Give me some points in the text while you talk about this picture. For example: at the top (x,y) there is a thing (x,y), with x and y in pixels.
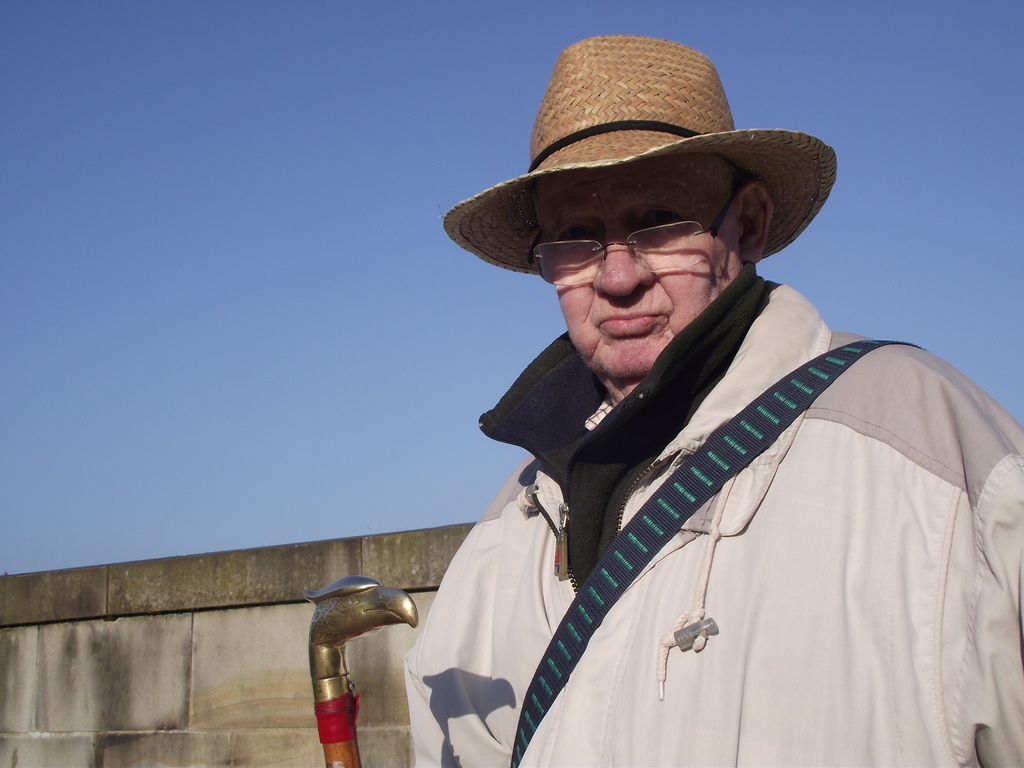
This image consists of a man (684,632) wearing a cream jacket (585,667) and a hat (670,147). Beside him, there is a walking stick (333,704). To which, the handle (321,656) is made of metal (350,613). In the background (232,626), there is a wall (207,596). At the top (118,169), there is sky (209,297).
